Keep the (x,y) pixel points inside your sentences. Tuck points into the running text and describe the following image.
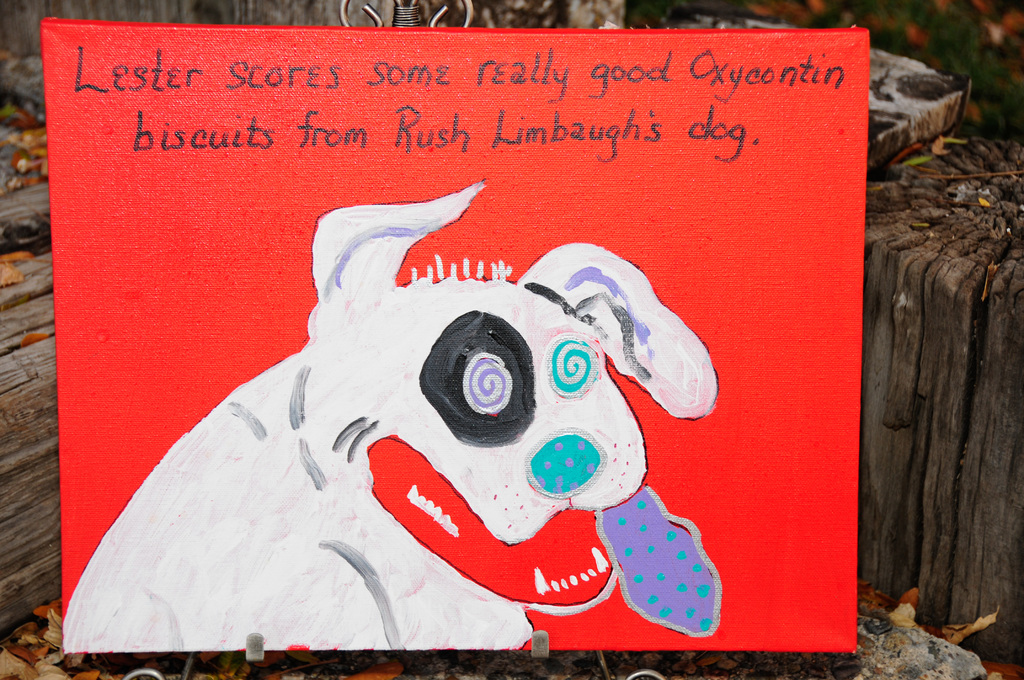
In the picture we can see a red color board (519,536) with a dog painting (594,543) on it which is in the type of cartoon and some information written on the top of it and in the background (15,191) also we can see a wooden plank (20,375).
